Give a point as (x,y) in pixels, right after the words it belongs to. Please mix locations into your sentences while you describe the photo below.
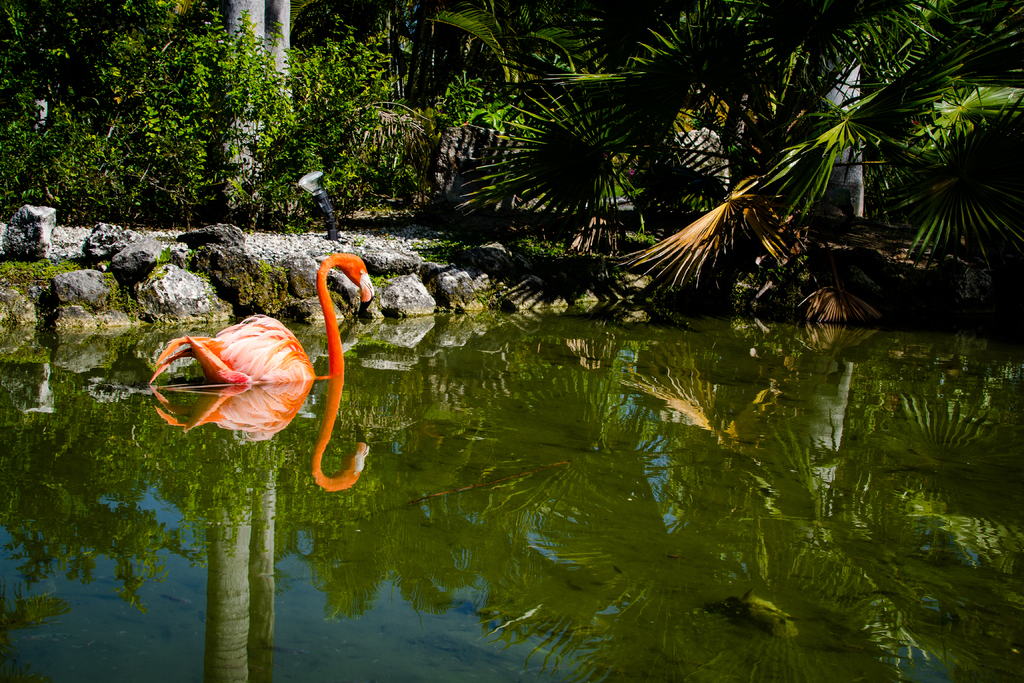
In this image we can see a bird (256,320) on the surface of water (316,426). In the background of the image (182,300), we can see greenery (389,112) and rocky land (160,267).
